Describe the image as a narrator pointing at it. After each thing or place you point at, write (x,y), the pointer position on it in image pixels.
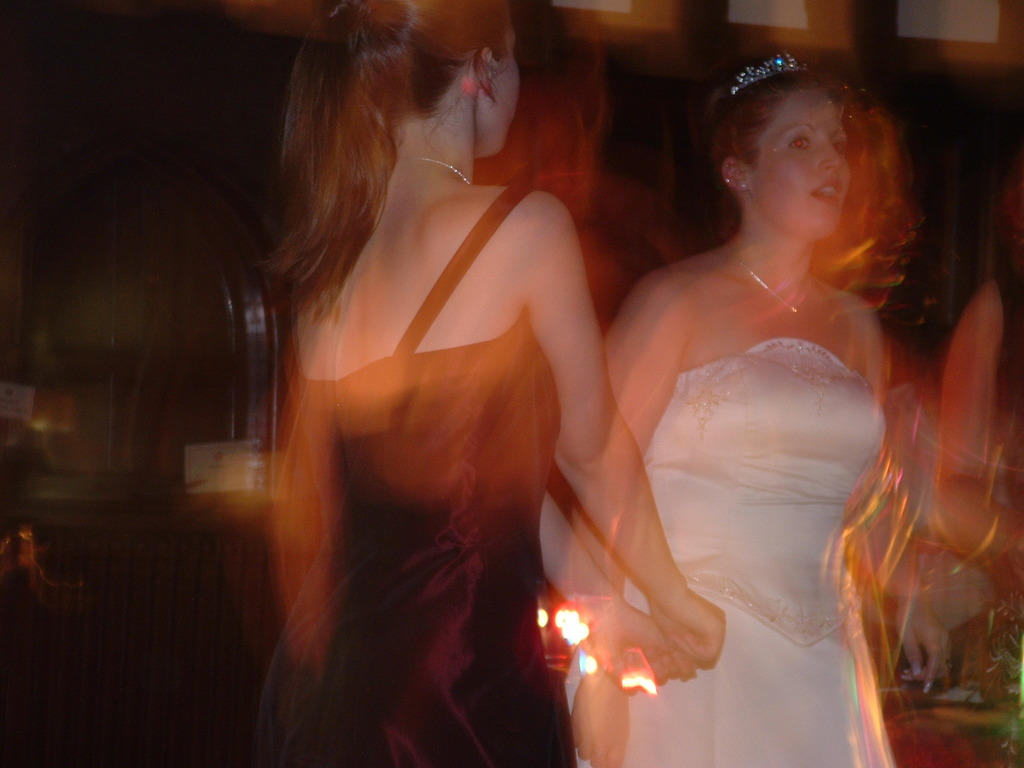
In this image I can see two women (760,426). One person (745,489) is wearing white dress (758,549) and the other person (534,561) is wearing black dress (401,574). The background (950,83) is blurry.
